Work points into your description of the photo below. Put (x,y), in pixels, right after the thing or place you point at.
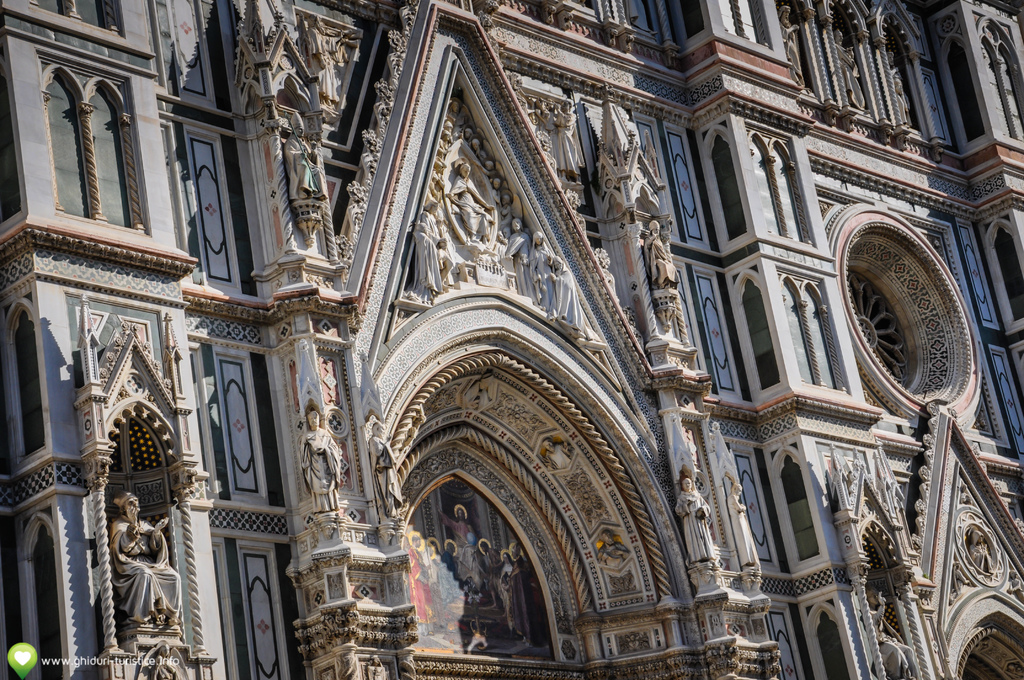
On the bottom left (41,666), there is a watermark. In the background (226,600), there is a building (459,137) having windows (113,179) and sculptures (153,548) on its wall (822,473).
